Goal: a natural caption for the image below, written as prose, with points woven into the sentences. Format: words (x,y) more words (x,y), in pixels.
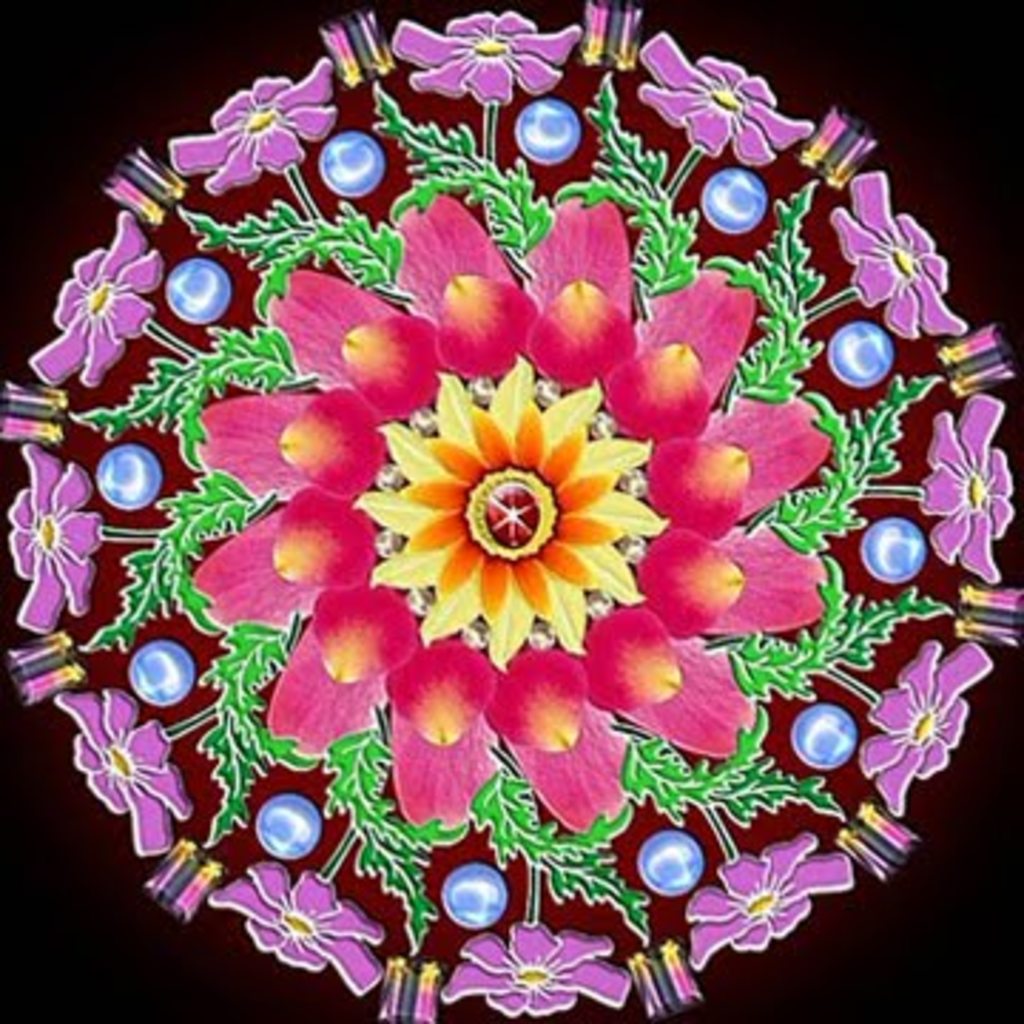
In the center of the image (659,619) we can see some colorful design (490,485), in which we can see flowers (57,592) and a few other objects (514,852). In the background (428,19), we can see it is blurred.
